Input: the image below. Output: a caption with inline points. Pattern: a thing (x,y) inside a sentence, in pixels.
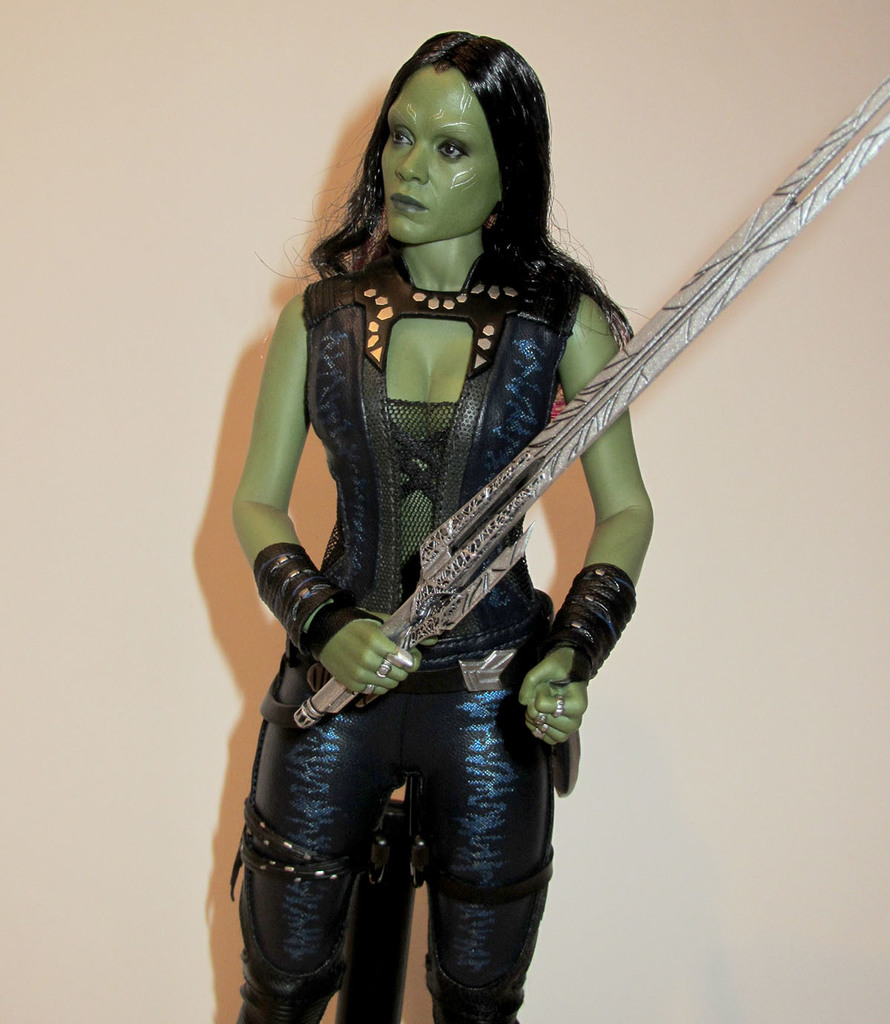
In the center of the image (406,414) there is a woman (542,695) with sword (841,176). In the background (6,282) there is wall (104,278).
